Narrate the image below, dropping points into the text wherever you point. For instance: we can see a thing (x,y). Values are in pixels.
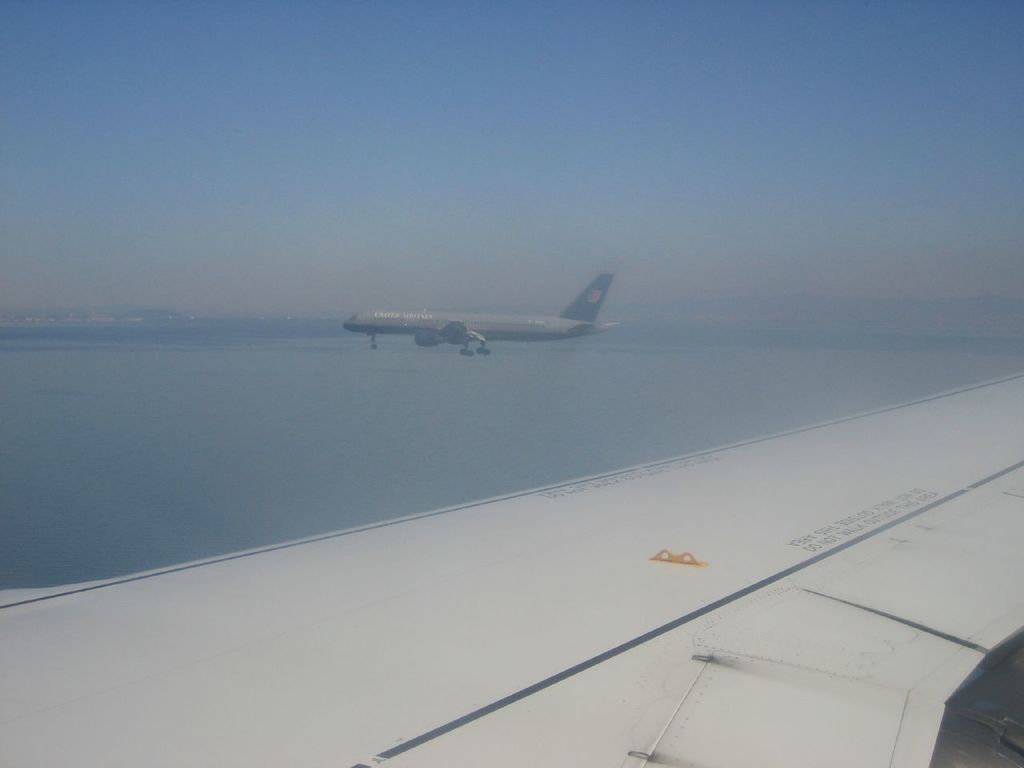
In this image, we can see an aeroplane (473,323). At the bottom (707,547), there is a white color. Here we can see some text (839,520). Background (3,469) there is a water (5,484) and sky (427,233).
